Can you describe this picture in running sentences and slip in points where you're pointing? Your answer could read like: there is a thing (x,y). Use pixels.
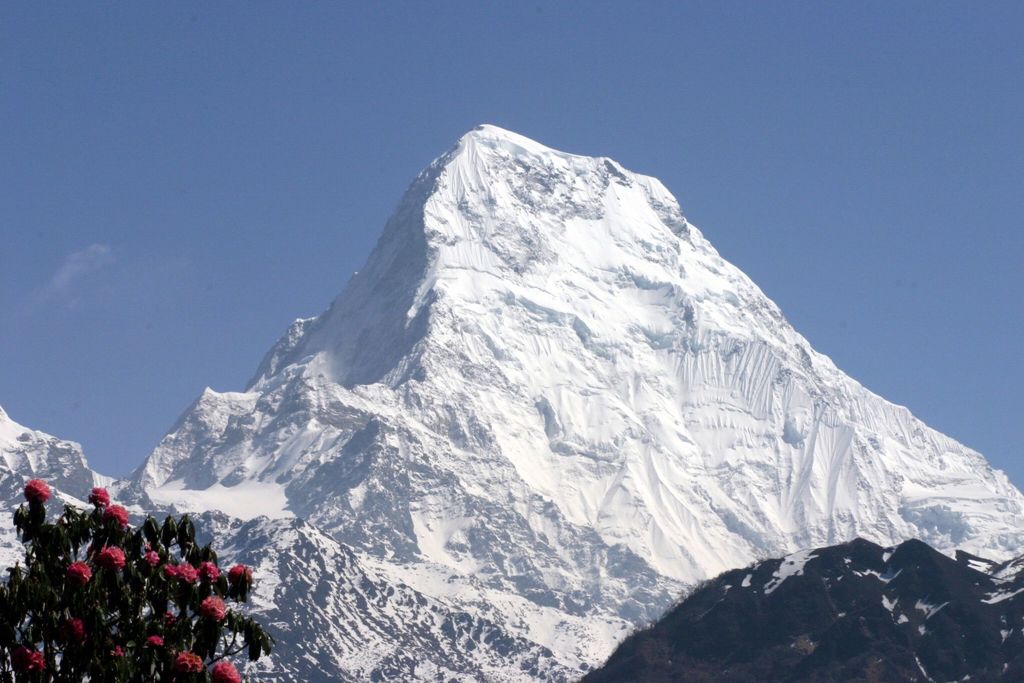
In this picture we can see a few flowers (123,521) and leaves (201,645) in the bottom left (153,626). There are some mountains (308,356) covered with the snow (475,169). Sky (363,219) is blue in color.
